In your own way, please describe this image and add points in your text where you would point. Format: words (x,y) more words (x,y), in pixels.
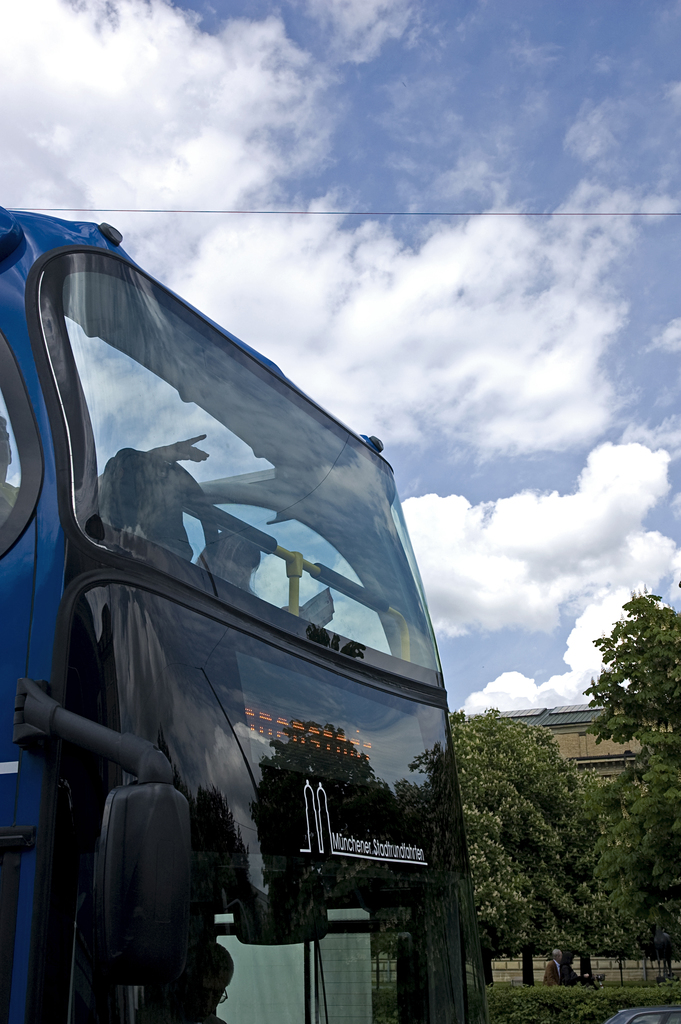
As we can see in the image there is a vehicle (307,920), plants (581,1007), trees (549,854), building (571,754), sky (561,236) and clouds (287,347).
